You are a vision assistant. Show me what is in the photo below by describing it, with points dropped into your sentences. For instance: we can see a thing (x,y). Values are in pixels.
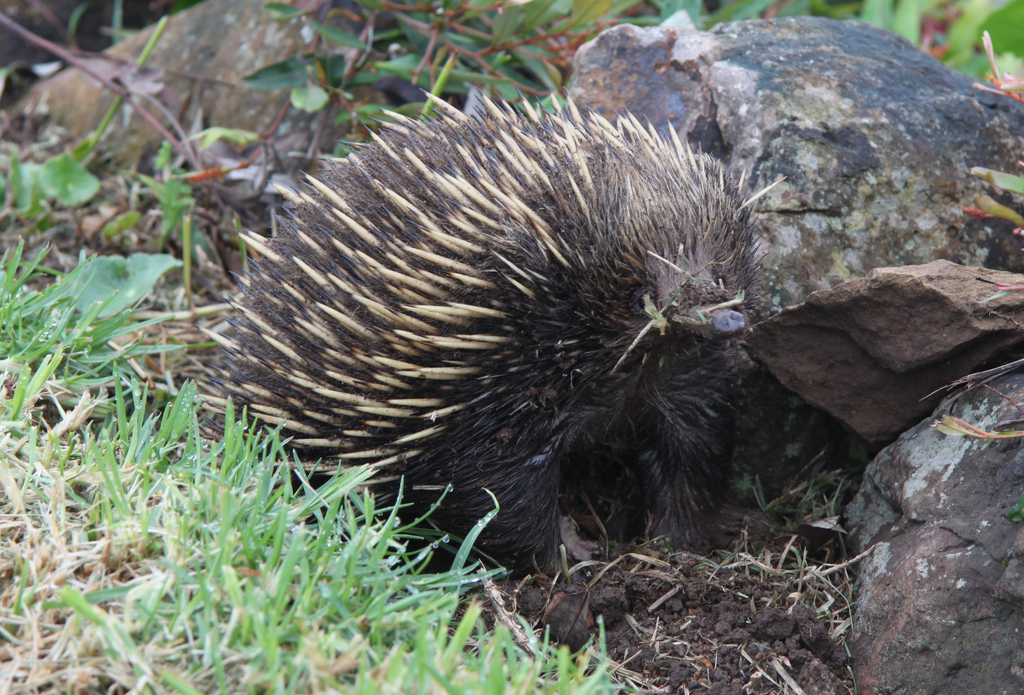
In this image I can see an echidna (638,227) on the ground (676,597). On the left side (77,495) there is grass (160,520). On the right side (893,324) there are few stones (722,82).
